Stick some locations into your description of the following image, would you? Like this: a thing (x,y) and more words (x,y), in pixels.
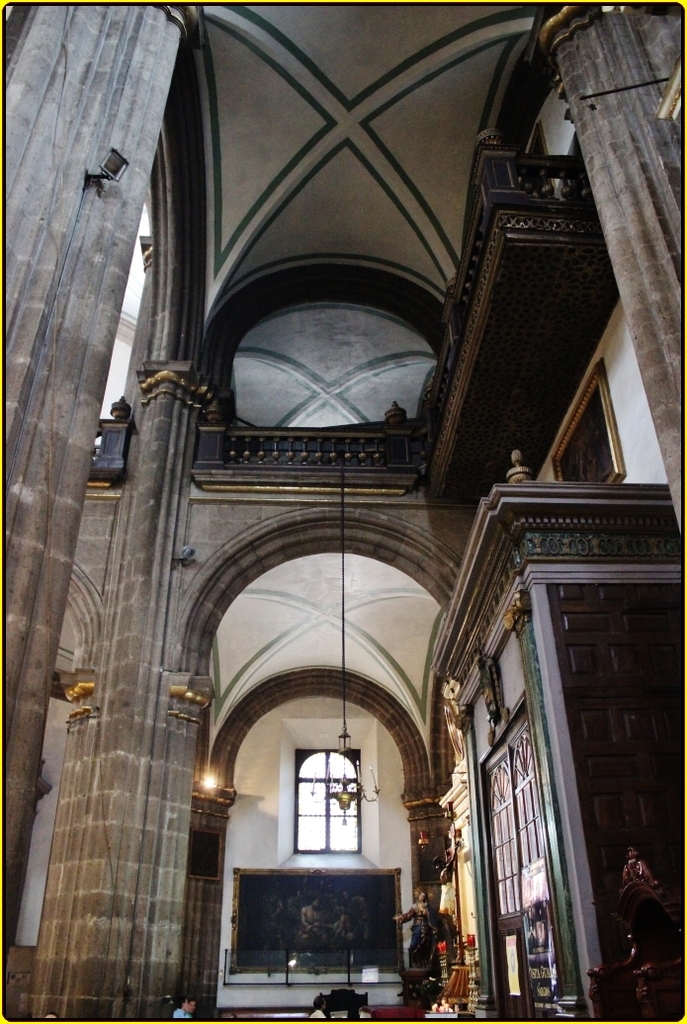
This is a picture of a cathedral (388,427). On the top (232,163) it is a ceiling (383,339). In the background (320,806) there is a window (339,777) and a chandelier (358,775). In the background (351,885) is a frame (376,920) and sculptures (432,927) and lights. In foreground (532,881) there is a door (519,818) and pillars (652,157).
